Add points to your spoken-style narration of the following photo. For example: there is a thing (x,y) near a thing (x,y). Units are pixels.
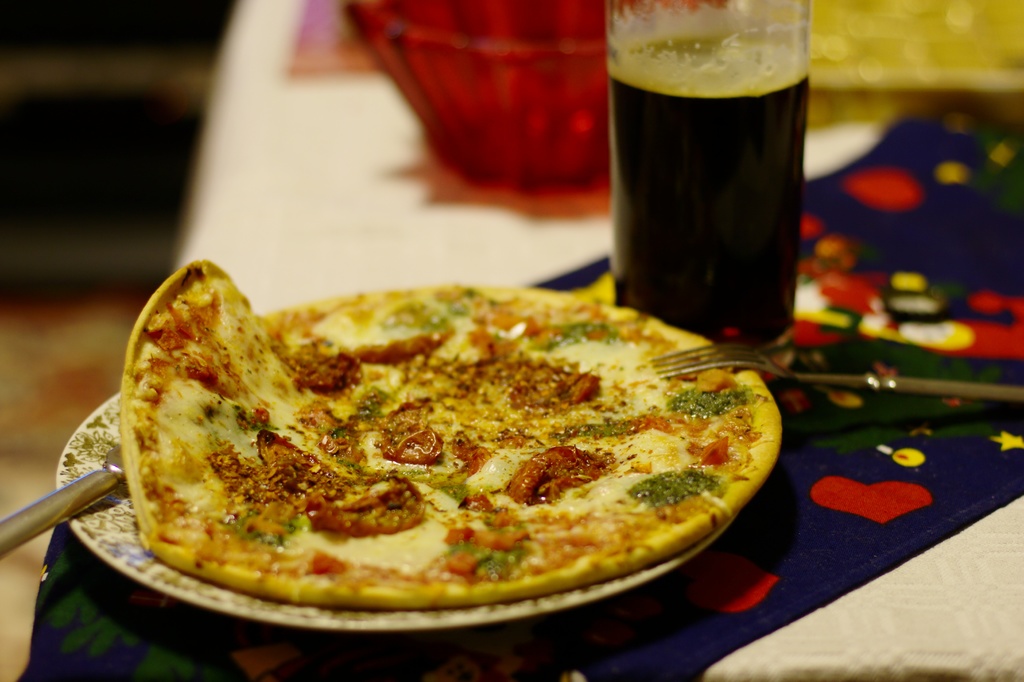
In a plate (111,444) I can see the knife (49,498) and pizza (562,426). On the table (956,347) I can see the plate (485,609), knife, fork (839,378), glass (692,126), bowl (548,0) and other objects (1010,146). On the left (125,139) I can see the blur image.
